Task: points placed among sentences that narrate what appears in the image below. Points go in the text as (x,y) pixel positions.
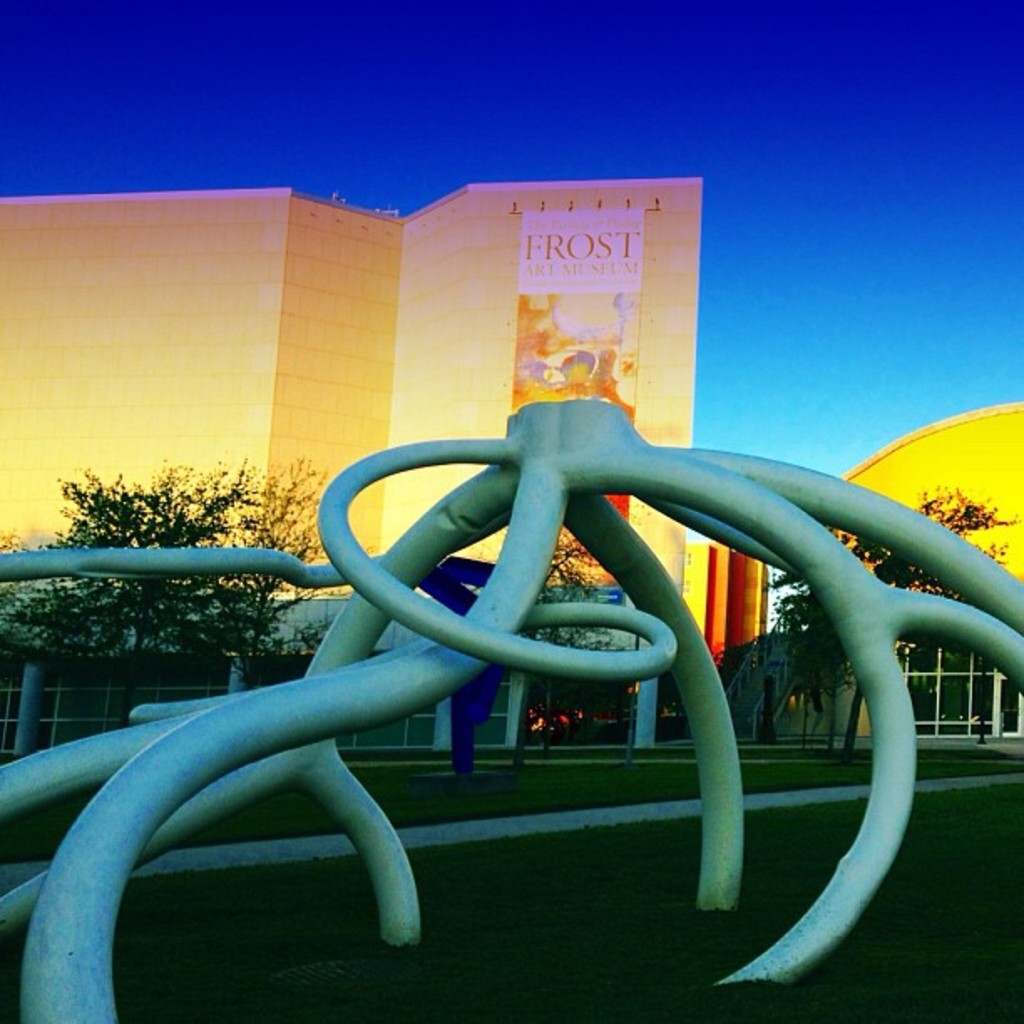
In this picture there is an object (736,804) on a greenery ground (509,1005) and there are trees (173,587) and buildings (896,476) in the background (963,484) and the sky (842,452) is in blue color.
